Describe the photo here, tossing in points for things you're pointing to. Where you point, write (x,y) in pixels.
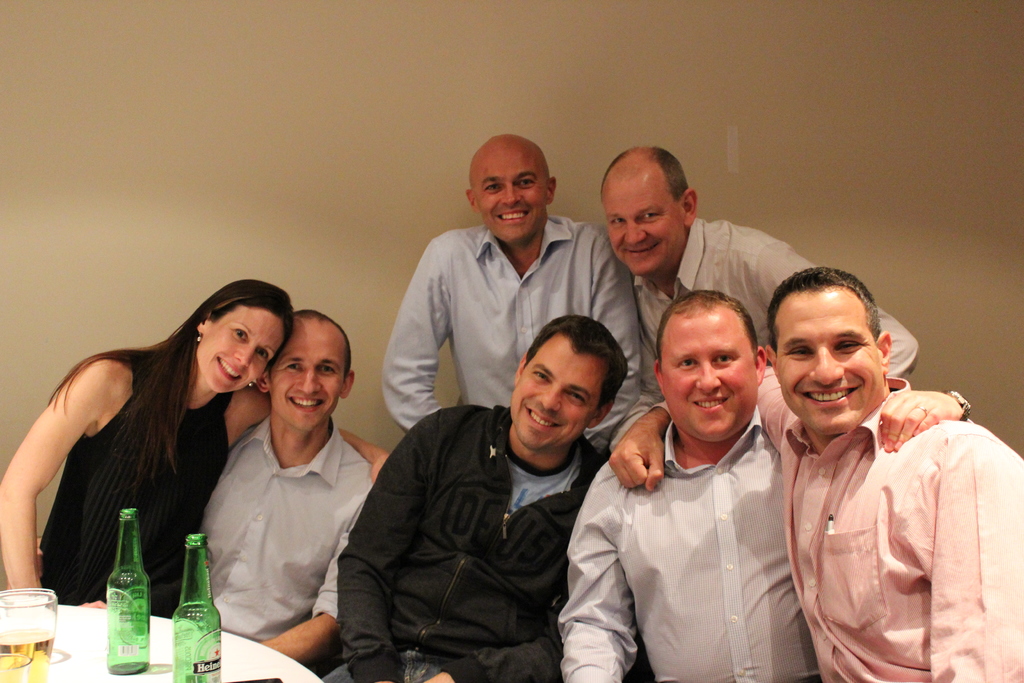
In the image few people (933,475) are sitting on chairs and smiling. In the middle of the image (418,410) two persons (546,240) are standing and smiling. Behind them there is a wall (440,130). Bottom left side of the image (33,662) there is a table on the table (39,650) there are two bottles (117,578) and there is a cup (26,600).
